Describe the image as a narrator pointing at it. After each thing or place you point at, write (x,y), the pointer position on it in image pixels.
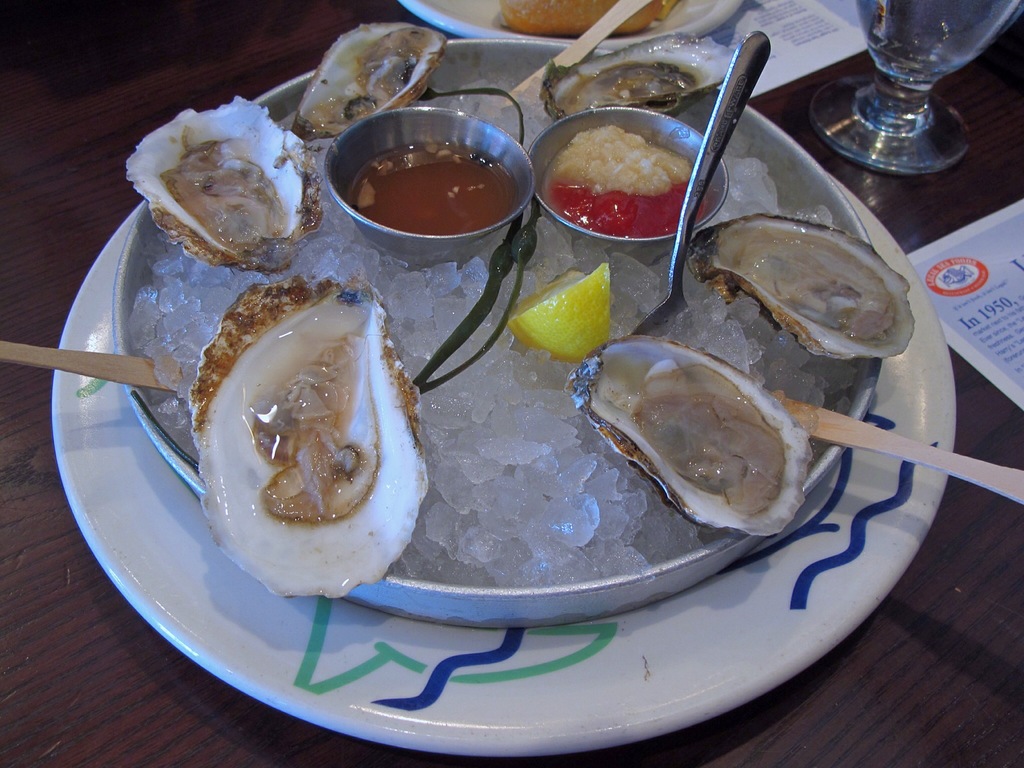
In this picture I can see spoons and some food items (396,361) on white color plate (83,324). Here I can see a glass (942,44) and some other objects (823,21) on a wooden table (21,320).
